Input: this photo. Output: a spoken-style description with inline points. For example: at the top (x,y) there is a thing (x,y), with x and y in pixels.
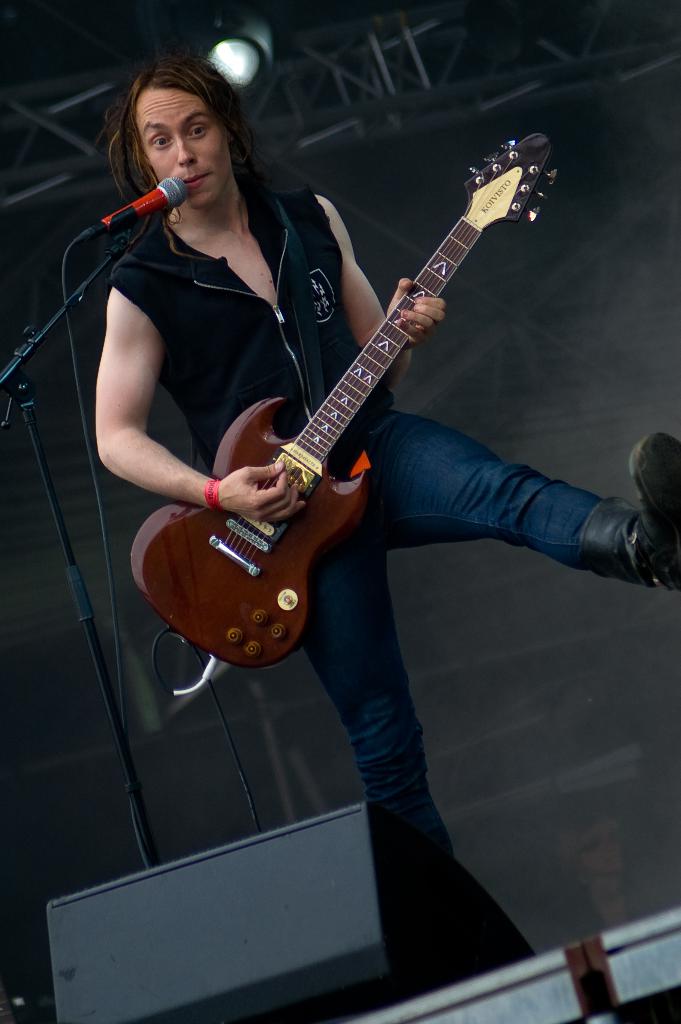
This is the picture of a person (287,322) in black shirt (275,386) and blue jeans (560,520) holding a guitar (461,257) and playing it in front of the mic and there is a speaker (213,884) in front of him.
